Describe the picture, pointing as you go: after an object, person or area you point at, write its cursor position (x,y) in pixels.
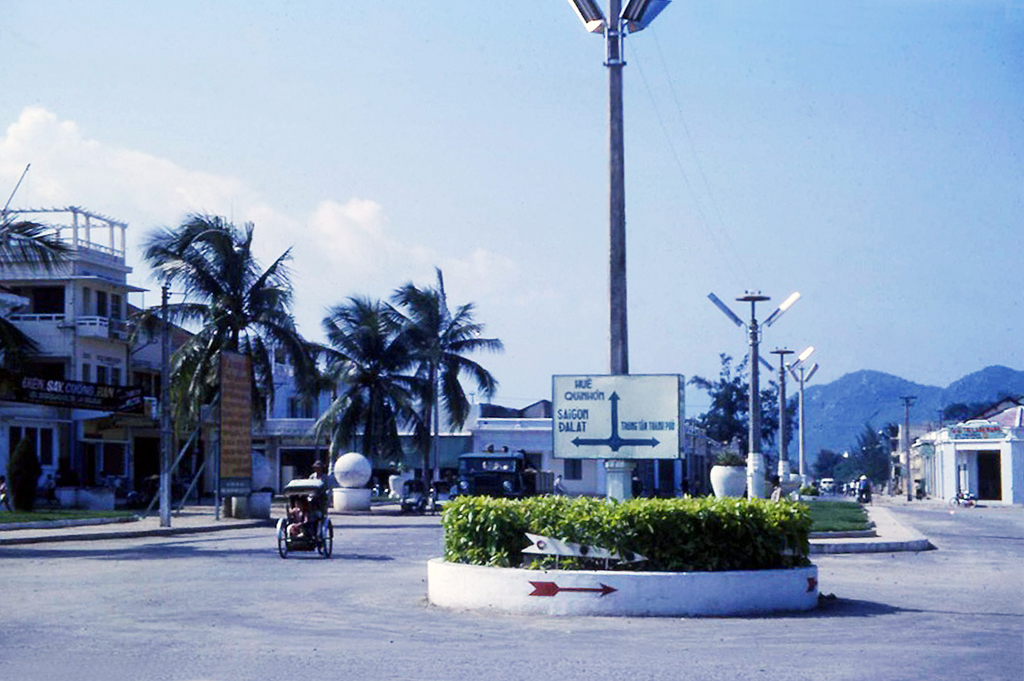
There are roads (399,599). On the road (347,532) there is a cart (327,533). There are poles (619,317) with lights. Also there is a sign board (611,428) on the pole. There are bushes (674,549) and grass (853,511). In the back (425,483) there is a vehicle (473,476). Also there are trees (352,445), buildings (582,475). In the background (507,187) there are hills (873,378) and sky (385,142).
